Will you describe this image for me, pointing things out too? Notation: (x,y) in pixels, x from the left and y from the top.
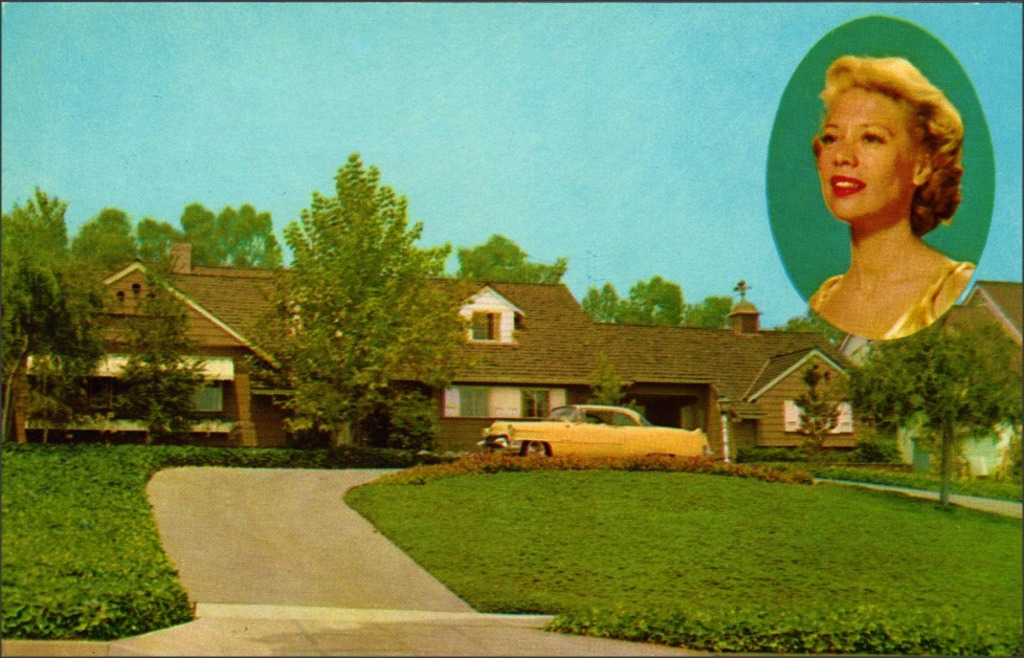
In this picture we can see a car (561,445), a building (492,360), trees (431,354) and grass (621,572) where, there is sky (582,128) at the top of the picture (531,64), we can see a woman's photo (873,217) here.
